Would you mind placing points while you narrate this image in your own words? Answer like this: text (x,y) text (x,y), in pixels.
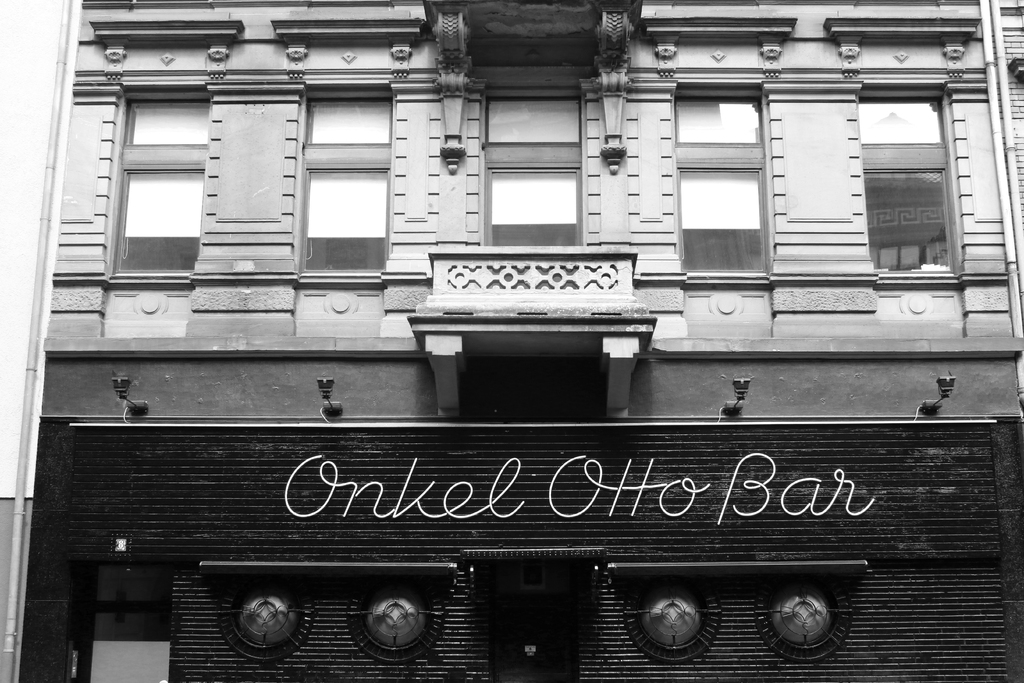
In this image in the middle (407,282), there is a building (401,289). At the bottom (620,502) there is text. In the middle (632,234) there are windows (728,187), glasses (728,187) and wall (283,334).
